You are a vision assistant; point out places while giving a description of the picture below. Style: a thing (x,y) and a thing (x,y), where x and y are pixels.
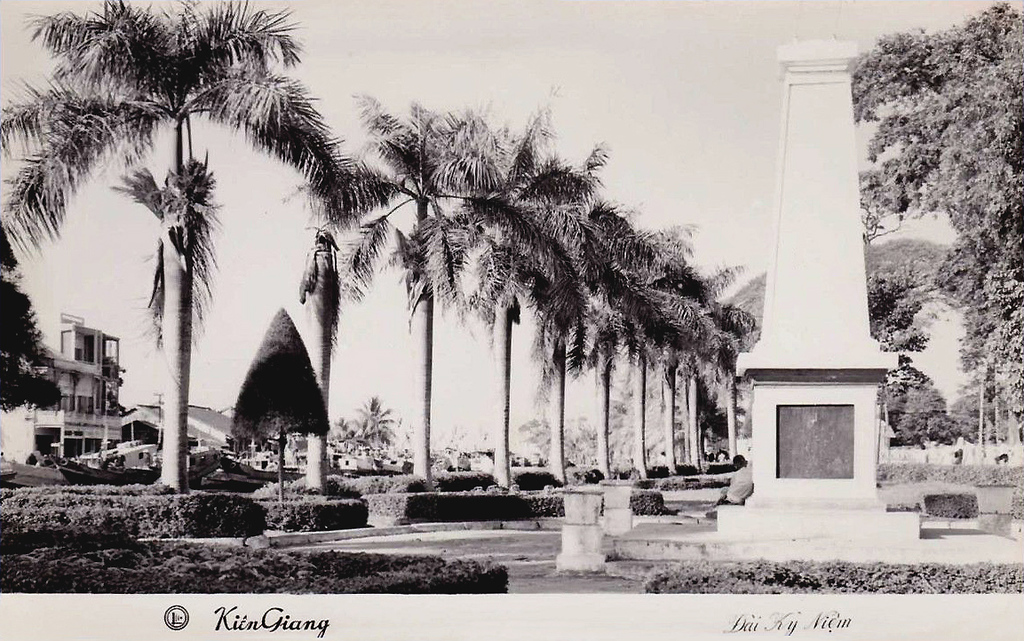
In this image I can see a poster (915,604). There is a memorial (855,525) on the right (851,495). There are trees (27,385) and buildings (101,381) on the left (23,397). There is sky (709,114) at the top (709,114) and this is a black and white image.
